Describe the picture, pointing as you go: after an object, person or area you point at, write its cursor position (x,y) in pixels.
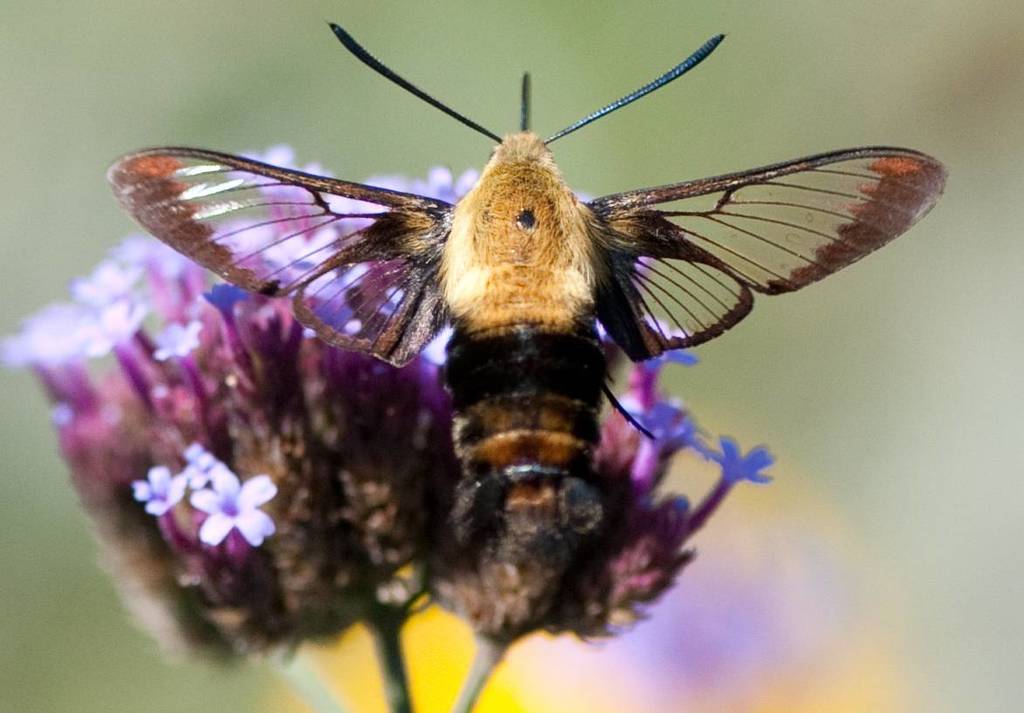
In this image we can see an insect (570,385) and also the flowers (431,505). The background (92,59) is blurred.
